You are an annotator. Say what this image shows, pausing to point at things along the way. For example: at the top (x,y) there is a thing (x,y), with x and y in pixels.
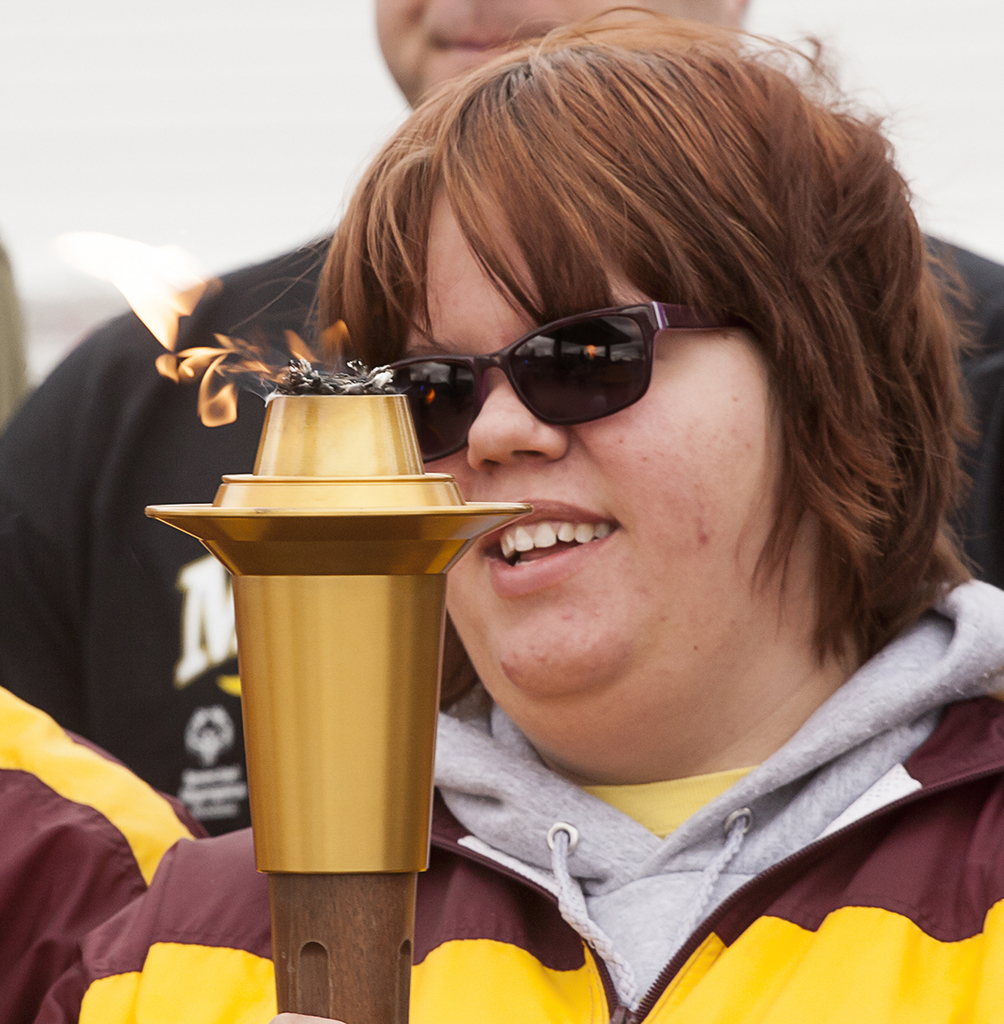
In the middle of the image (668,356) a person (454,360) is standing and holding a fire pole (411,511). Behind the person (511,430) few people (1,341) are standing.
